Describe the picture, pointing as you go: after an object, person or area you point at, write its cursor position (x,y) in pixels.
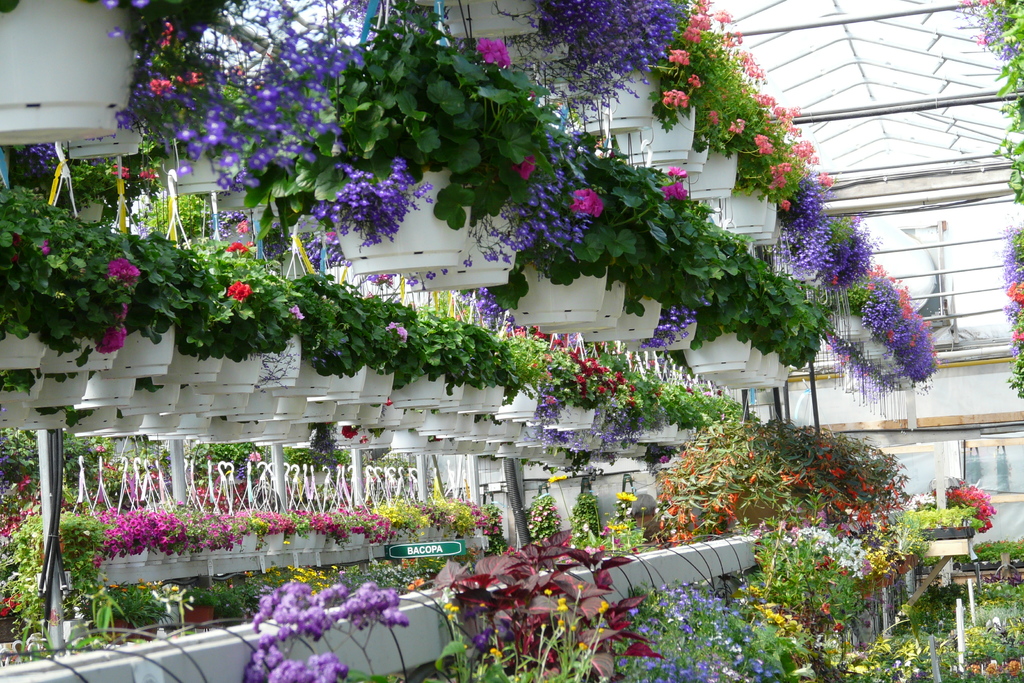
There are some plants (472,134) with some flowers (109,330) in the pots (324,409) as we can see in the middle of this image (375,257).
